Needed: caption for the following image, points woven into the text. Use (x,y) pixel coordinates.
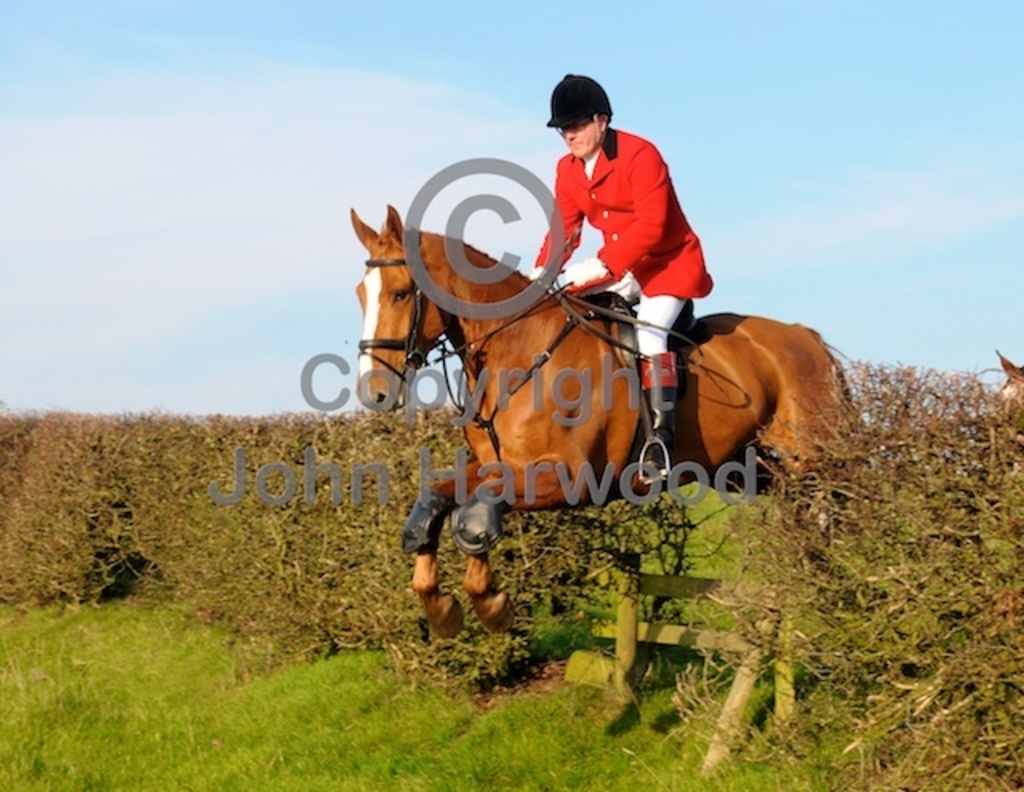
In this image we can see a person (658,300) riding a horse (528,392). Beside the horse (369,365) we can see the plants (962,616) and a wooden fence (712,632). At the bottom (296,688) we can see the grass (454,689). At the top (763,250) we can see the sky (760,266). In the middle (342,394) we can see the text (479,499).
